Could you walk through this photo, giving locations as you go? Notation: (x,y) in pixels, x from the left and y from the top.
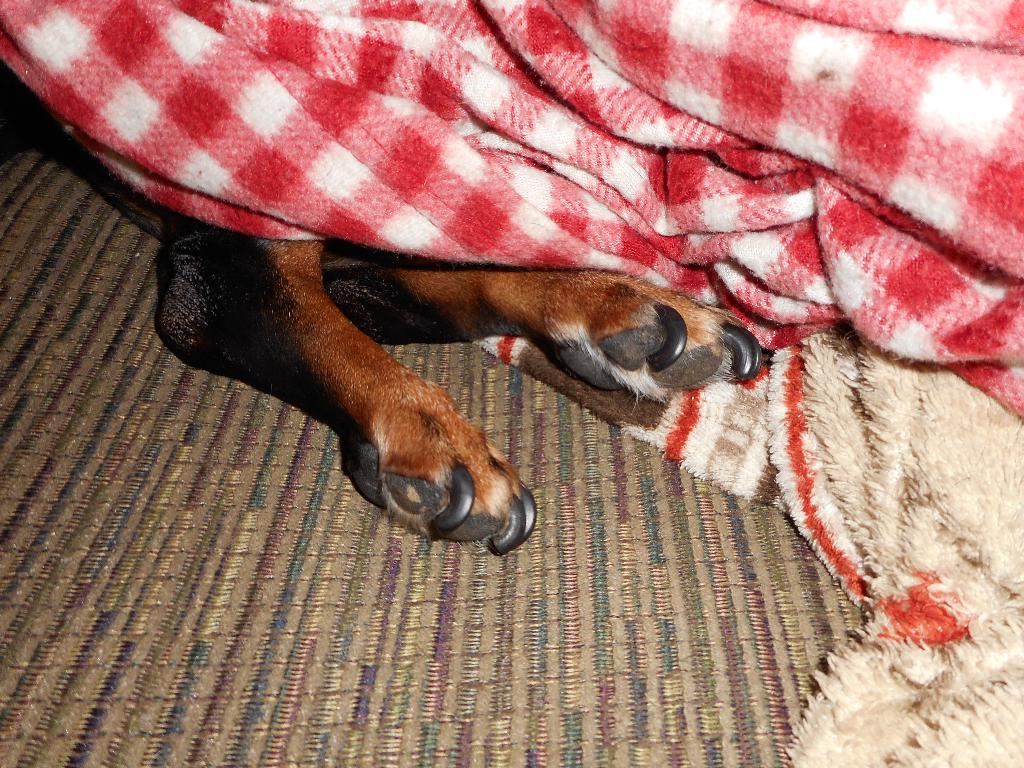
In this image we can see the legs (400,340) of an animal (386,340). We can see blankets (793,274). At the bottom (444,678) we can see an object (370,668) looks like a mat (315,604).
